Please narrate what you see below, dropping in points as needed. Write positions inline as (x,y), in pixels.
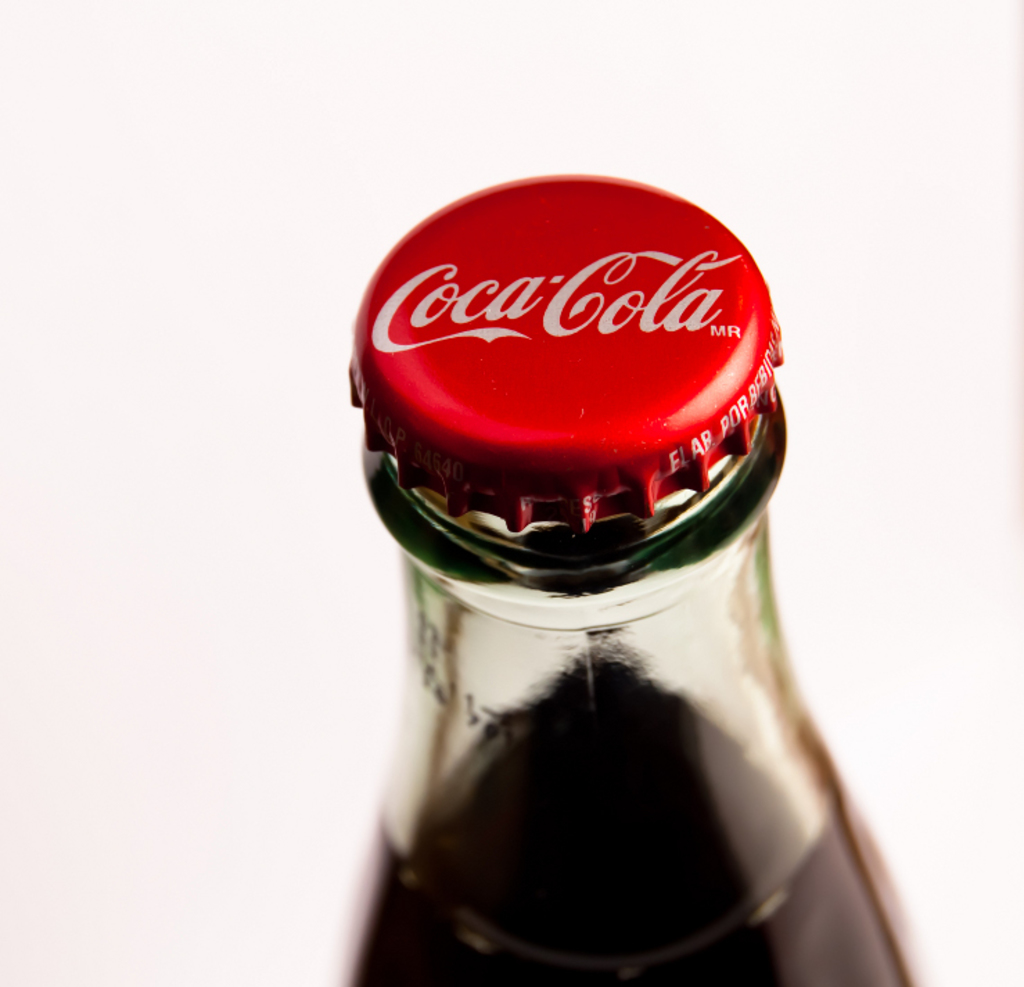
In this picture we can see a coca cola bottle (718,796) and there is a drink (780,868) in that.
